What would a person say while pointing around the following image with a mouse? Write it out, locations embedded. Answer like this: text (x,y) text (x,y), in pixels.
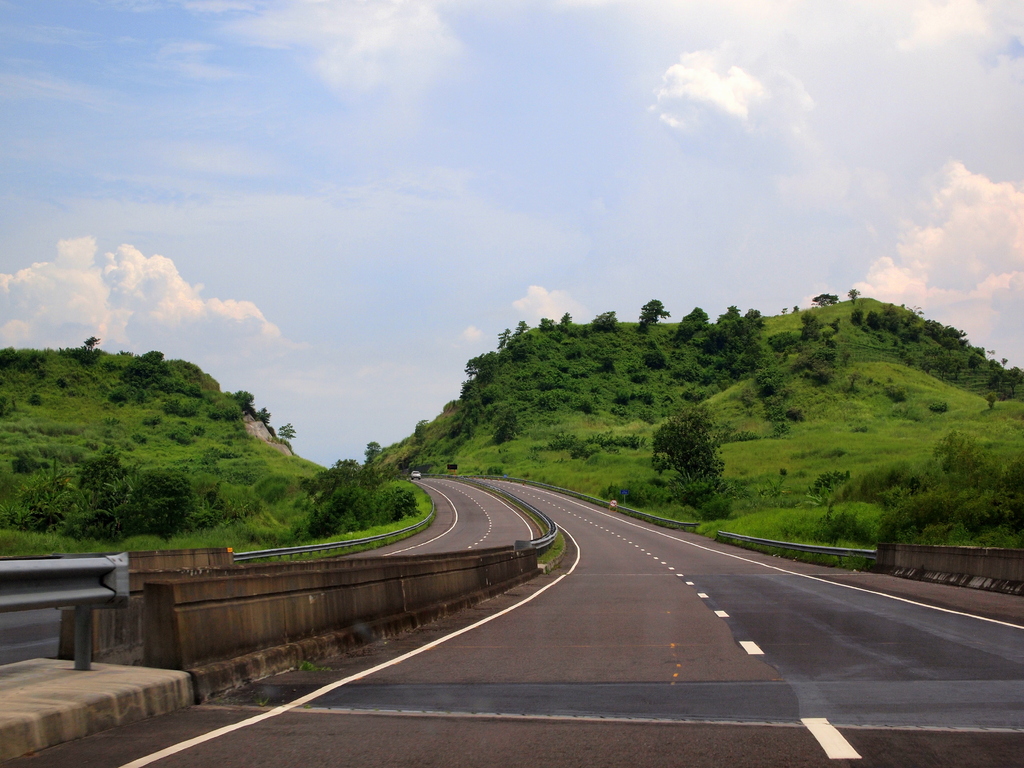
This picture is taken on the wide road (554,617). In this image, on the right side (938,443), we can see some trees (964,486) and plants (873,465). On the left side (154,459), we can also see some trees (354,508) and plants (403,509). In the middle of the image (464,504), we can see a car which is moving on the road (490,541), metal grill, road (564,589). At the top (479,255), we can see a sky (479,255), at the bottom (808,532), we can see a grass (808,510) and a road (524,647).
